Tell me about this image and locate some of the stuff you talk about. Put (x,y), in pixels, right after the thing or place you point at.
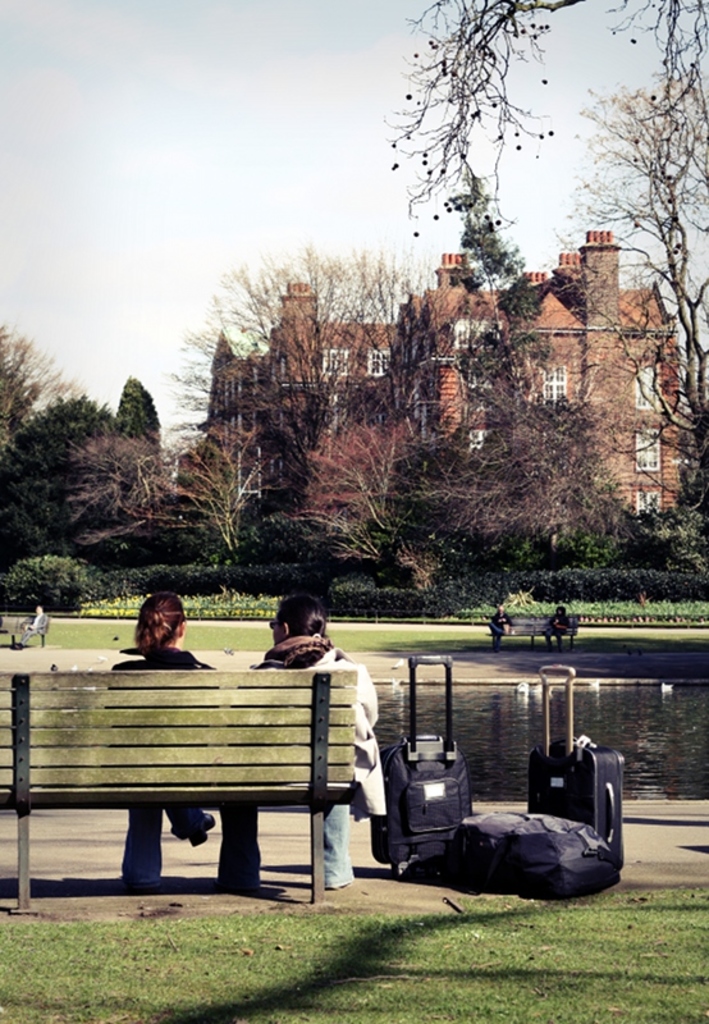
In this picture we can see two persons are sitting on the bench (277,749), and here is the travelling bag (517,812) on the ground (519,810), and here are the trees (366,568), and here is the building (425,312), and above here is the sky (116,219).
